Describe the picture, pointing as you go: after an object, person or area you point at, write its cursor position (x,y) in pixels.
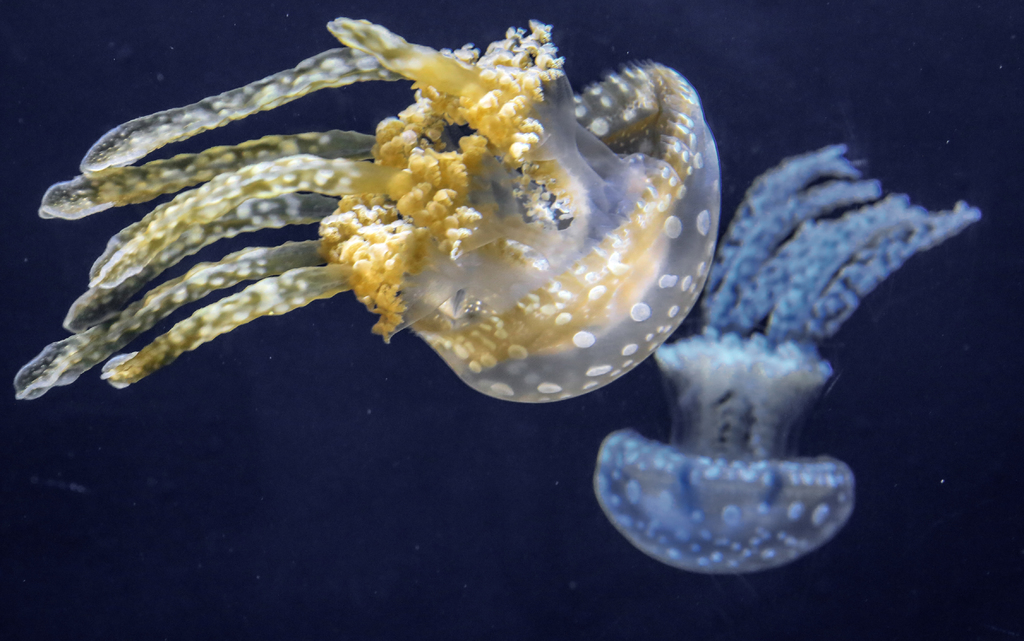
Here we can see jellyfishes (560,282). There is a dark background (464,544).
